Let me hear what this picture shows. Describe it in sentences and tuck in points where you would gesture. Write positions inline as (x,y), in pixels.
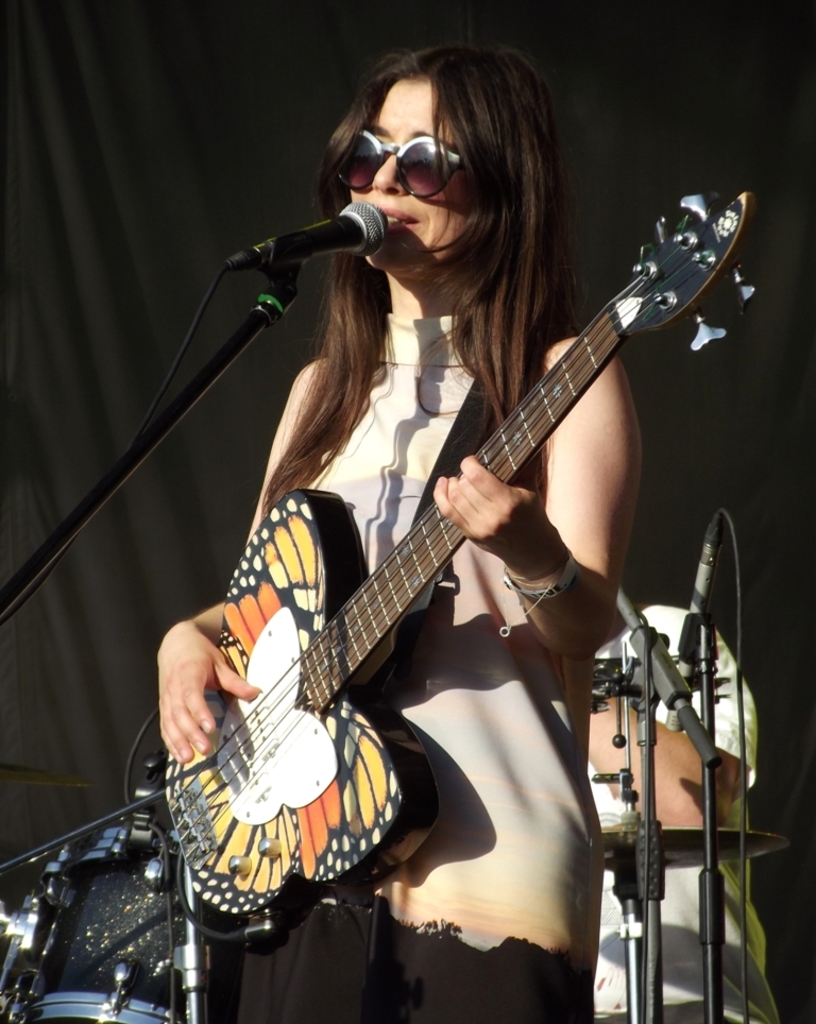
In the image in the center (514,601) we can see a lady (474,589) she is singing and in front of her there is a microphone (348,212), and she is playing guitar (317,727) too. And back of her we can see some musical instruments (699,856).
